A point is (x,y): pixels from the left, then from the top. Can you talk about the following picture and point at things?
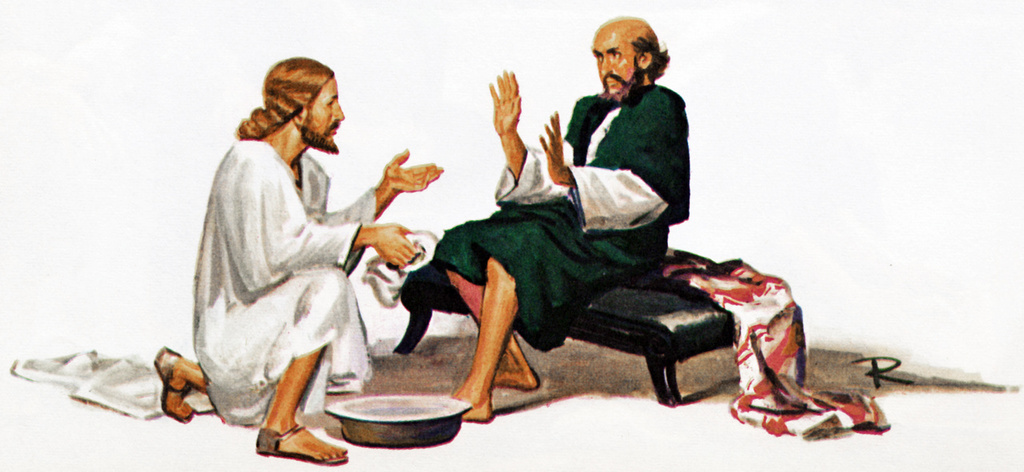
This image looks like a painting. In which there are two persons (338,240). On the left (275,377), the persons (275,355) is wearing a white dress (249,224). On the right (709,321), the person (599,213) is wearing a green dress (588,264) and sitting on a couch (648,343). At the bottom (410,418), there is a vessel (370,427) kept on the floor (390,452).
